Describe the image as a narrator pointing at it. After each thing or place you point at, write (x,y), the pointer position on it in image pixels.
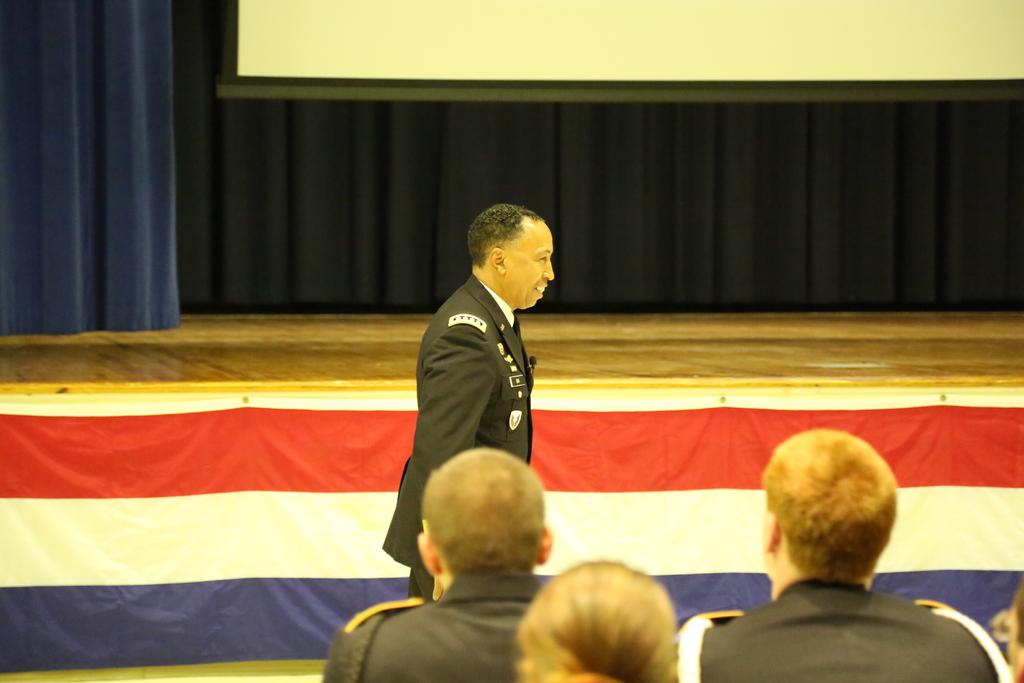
In this image there are few people (608,629) on the foreground (816,640). In the middle (478,354) one person (500,318) is walking, he is smiling. In the background (143,363) there is a stage (231,368). This is a screen (573,51). In the background (135,206) there are blue curtains (142,217).
